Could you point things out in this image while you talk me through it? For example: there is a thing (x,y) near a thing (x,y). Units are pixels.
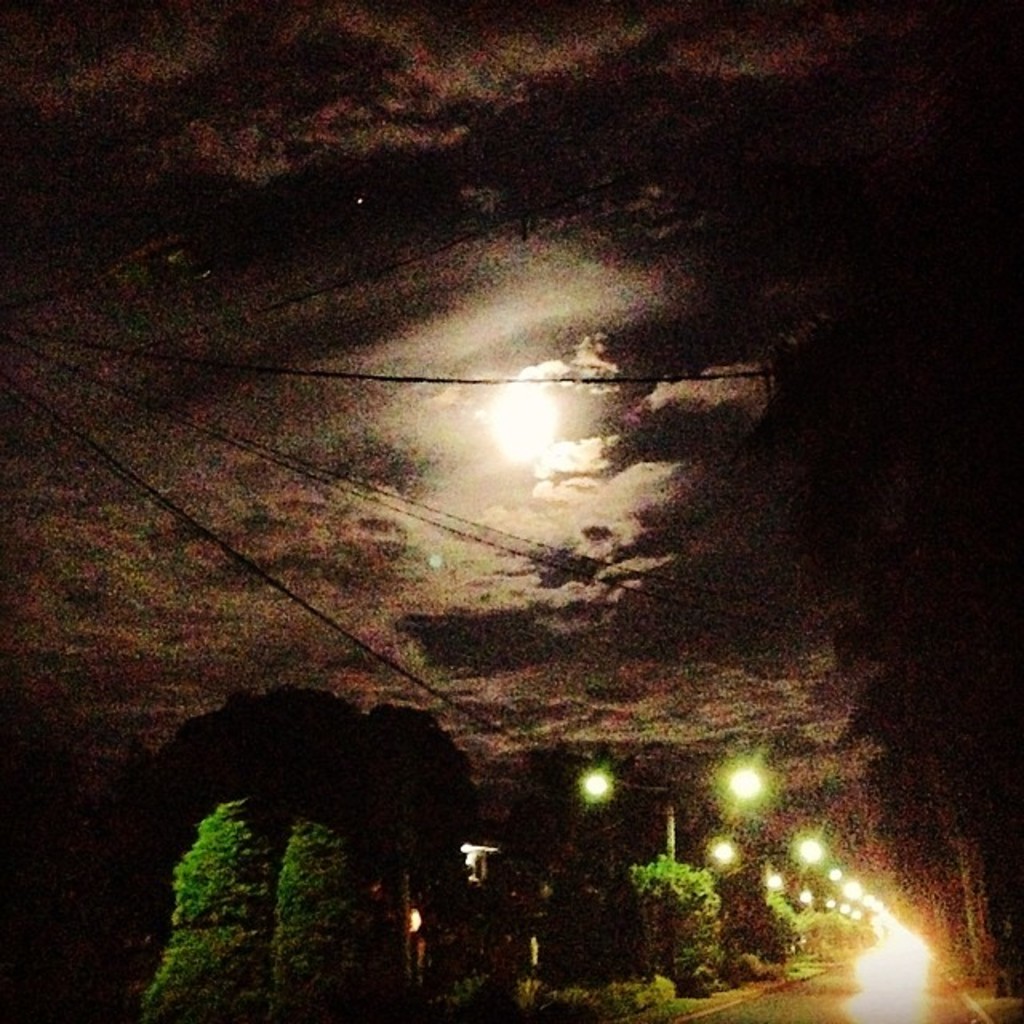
In this image in the bottom right hand corner (936,1001) there is a road (809,984) and in the middle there is a moon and background (532,318) is the sky (692,178).
